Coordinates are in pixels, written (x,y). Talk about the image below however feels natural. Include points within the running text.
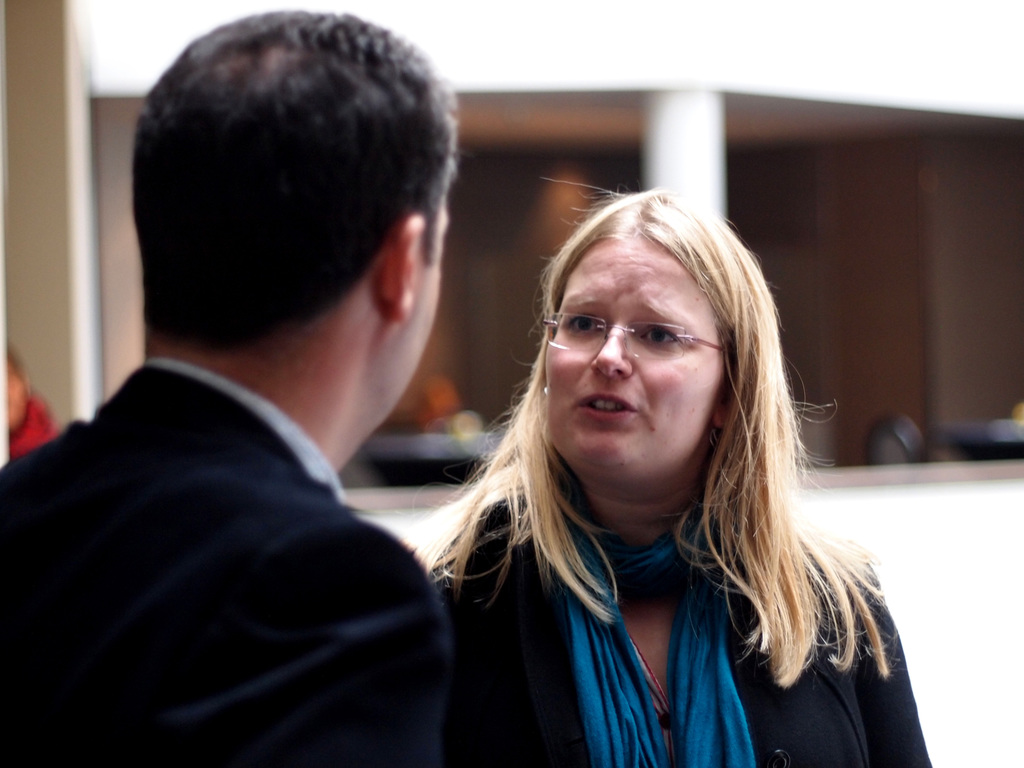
In this image we can see two persons (555,347) standing, among them one person (666,393) is wearing spectacles (563,323) and the background (952,524) looks like a building (819,166), inside the building (482,414) we can see some objects (455,403).
